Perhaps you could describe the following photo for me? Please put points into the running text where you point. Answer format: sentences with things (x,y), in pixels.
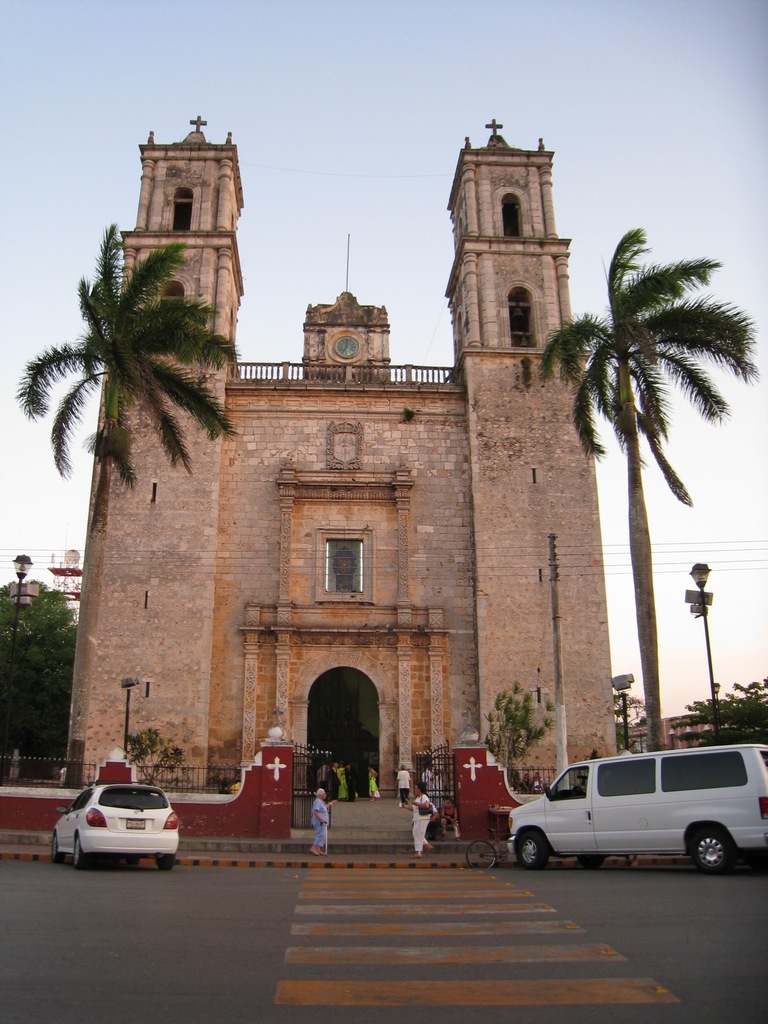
This is an outside view. In the middle of this image (403,615) there is a building (313,539). In front of this building (466,563) there are few people (421,827) standing. At the bottom (119,830) there are two cars (130,824) on the road (141,930). On the right (657,343) and left side of the image (43,691) I can see the trees (53,651) and light poles (696,583). At the top of the image (323,50) I can see the sky (377,58).
